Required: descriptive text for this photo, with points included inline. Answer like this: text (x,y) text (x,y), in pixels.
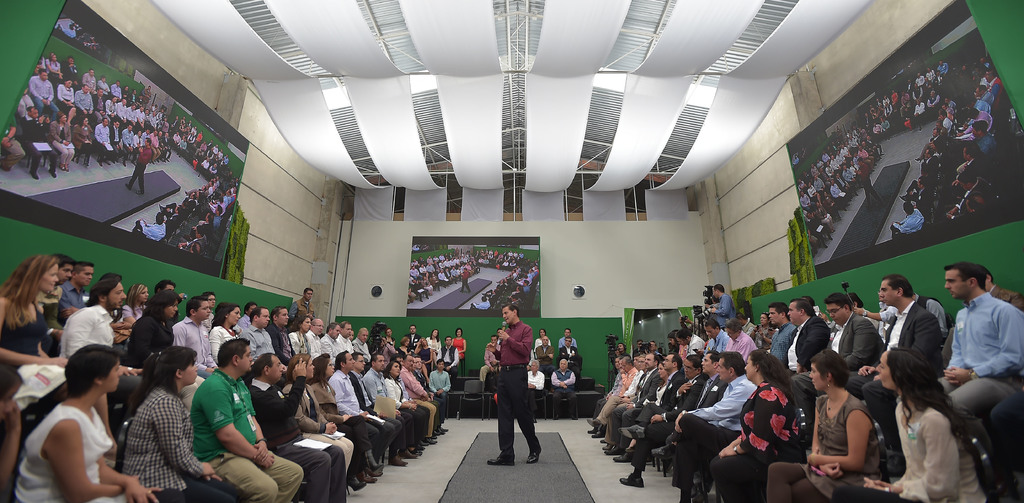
In this image I can see group of people (414,346) sitting on the chairs (116,466) and few people (825,423) are holding something. In front I can see one person (502,338) is holding a mic (502,324). Back I can see few screens (216,143) attached to the wall (297,219). I can see few cameras (708,316).
